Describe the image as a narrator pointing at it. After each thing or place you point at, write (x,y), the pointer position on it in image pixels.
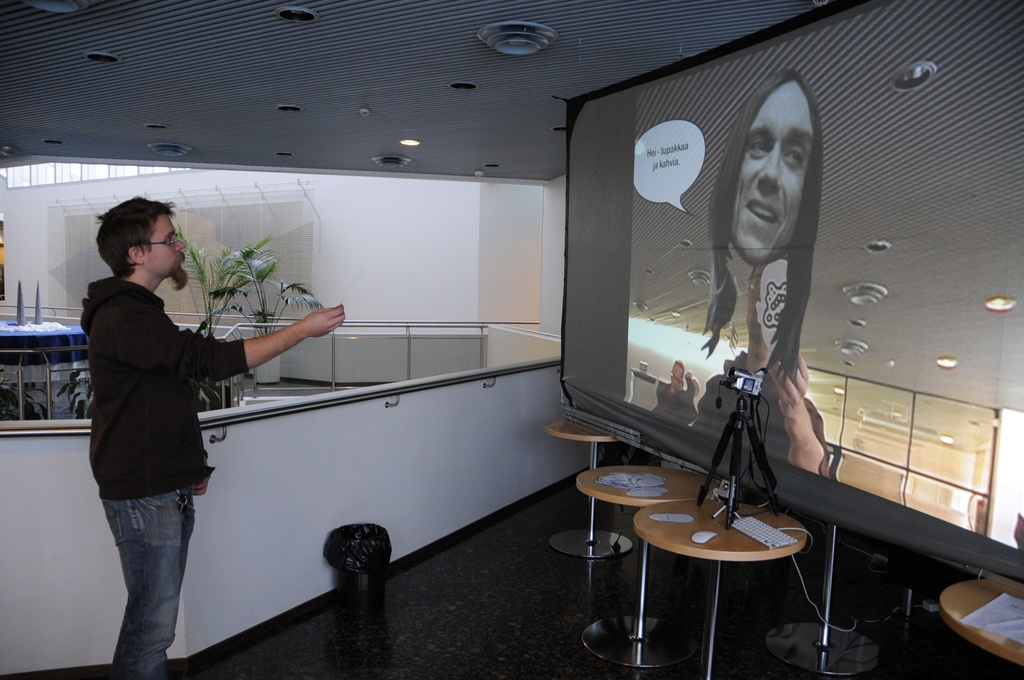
In this image, here we can see a person (154,364) wearing black coat (154,423) and jean (134,581) which is blue in color and he is showing his hand (297,331) towards a screen (634,305) present in front of him. In the screen (817,315) we can see 2 persons (796,432) present and also another face (786,190) popping which is not the real one, it may be some imaginary one and there are some tables (709,522) present here and on these tables (713,620), camera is placed. There are flower pots (256,302) present here, dustbin (347,553) here. It seems like a furnished building (460,142).
